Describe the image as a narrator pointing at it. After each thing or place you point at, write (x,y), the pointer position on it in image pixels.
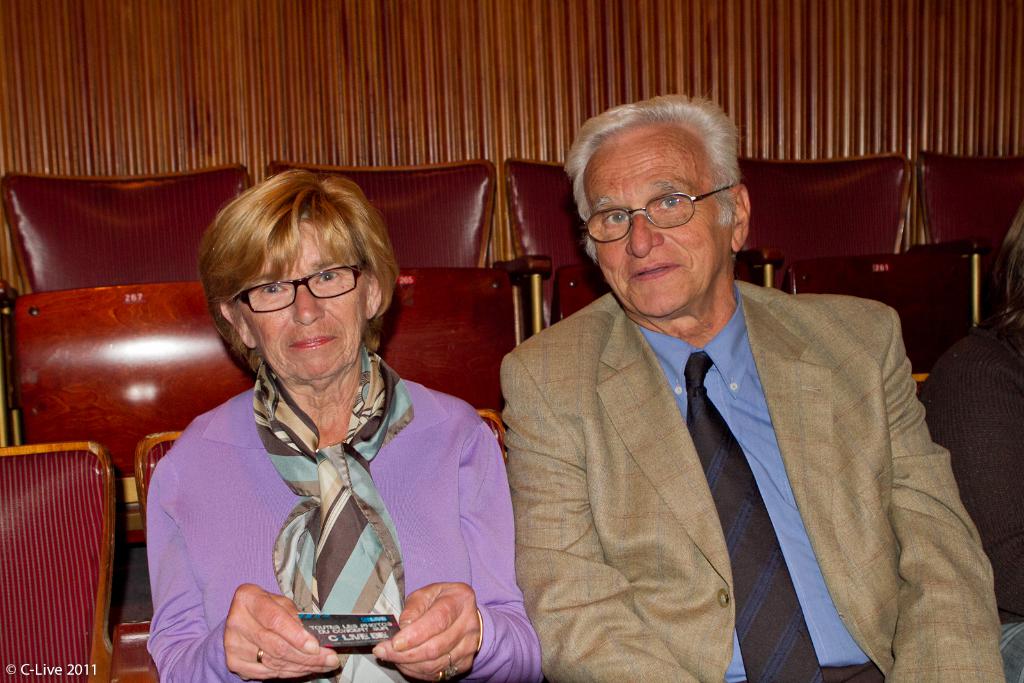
In this image there are two persons (540,495) sitting on the chairs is on the bottom of this image (474,551) and the person (507,491) at left side (314,471) is women (329,507) and the person (626,565) at right side (690,449) is a men (668,435), and there are some chairs (518,308) in the background (122,346) and there is a wall (440,71) on the top of this image (476,67).
